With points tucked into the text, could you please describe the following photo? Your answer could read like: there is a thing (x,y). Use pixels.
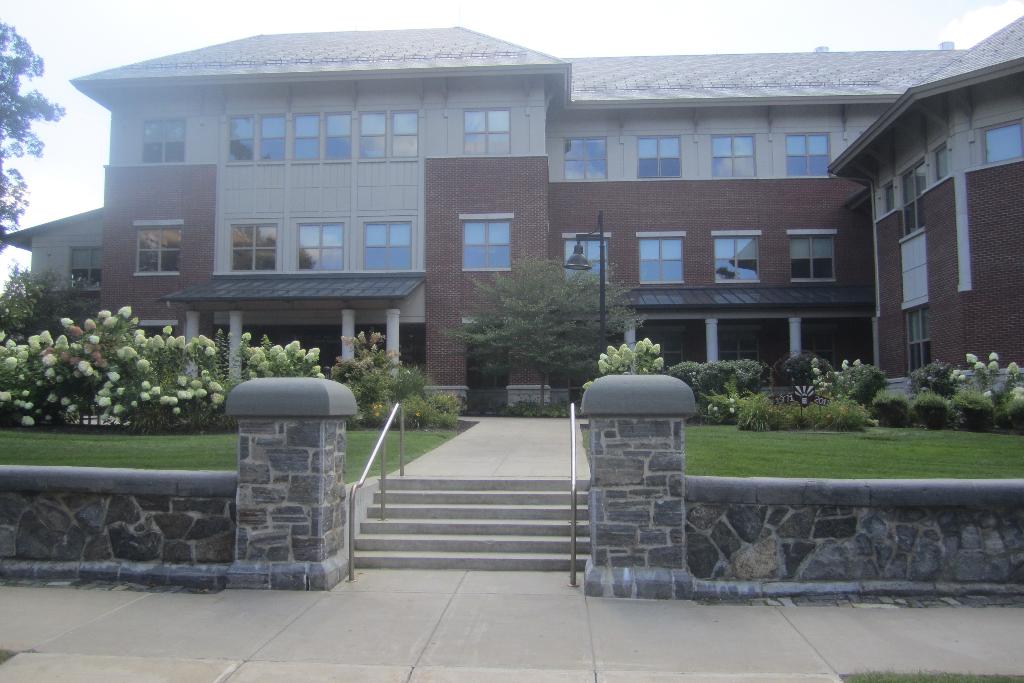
In this image there is a building (587,191) with the glass windows (499,239). In front of the building (231,323) there is a garden (128,361) in which there are plants (137,357) with the flowers (132,357). At the bottom (435,556) there is an entrance (472,504) with the steps (464,537). There is a wall (712,528) on either side of the steps (549,554).
